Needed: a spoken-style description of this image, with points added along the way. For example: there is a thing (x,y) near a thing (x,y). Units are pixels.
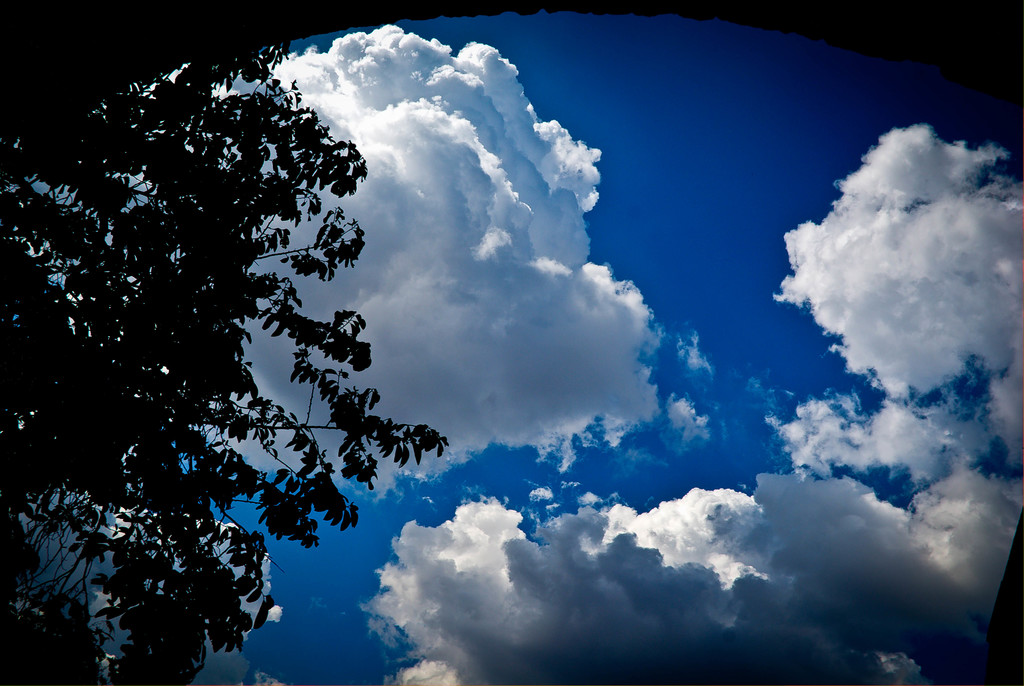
On the left side (108,142) there are branches (161,149) of trees (166,154). In the back (676,163) there is sky (627,463) with clouds (478,550).
